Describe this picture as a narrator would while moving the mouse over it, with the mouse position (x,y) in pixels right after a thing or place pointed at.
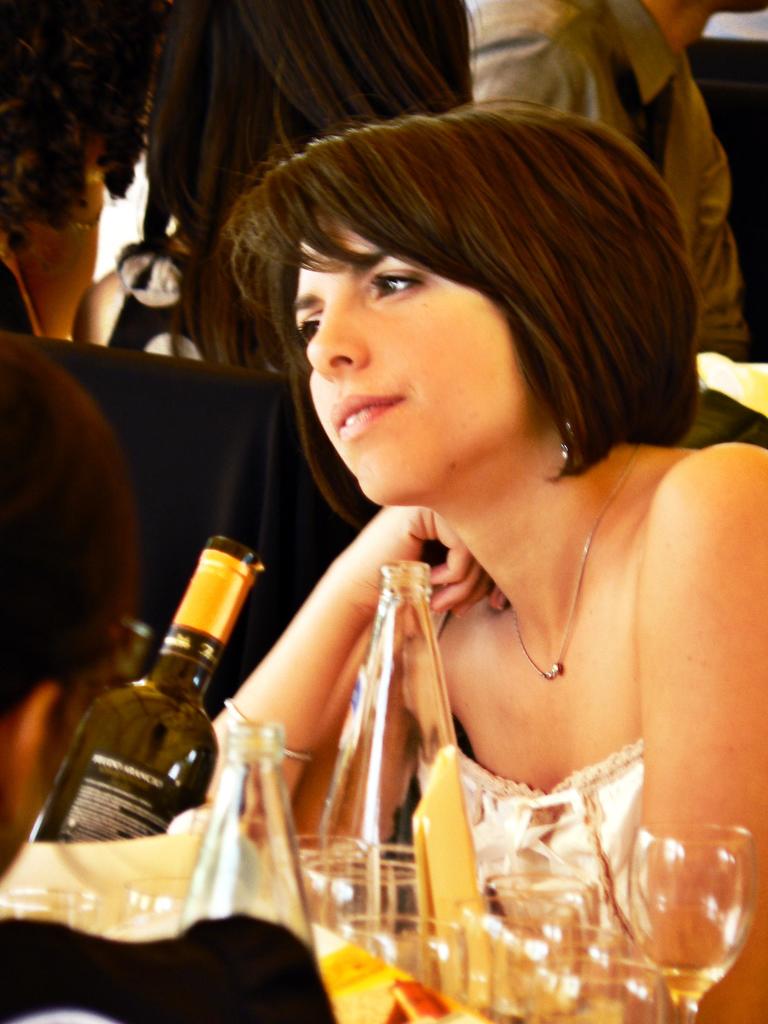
Here is a woman (584,692) sitting and smiling. There are wine bottle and wine glasses (635,894) in front of her. At background (552,43) I can see few people (542,58) sitting.
